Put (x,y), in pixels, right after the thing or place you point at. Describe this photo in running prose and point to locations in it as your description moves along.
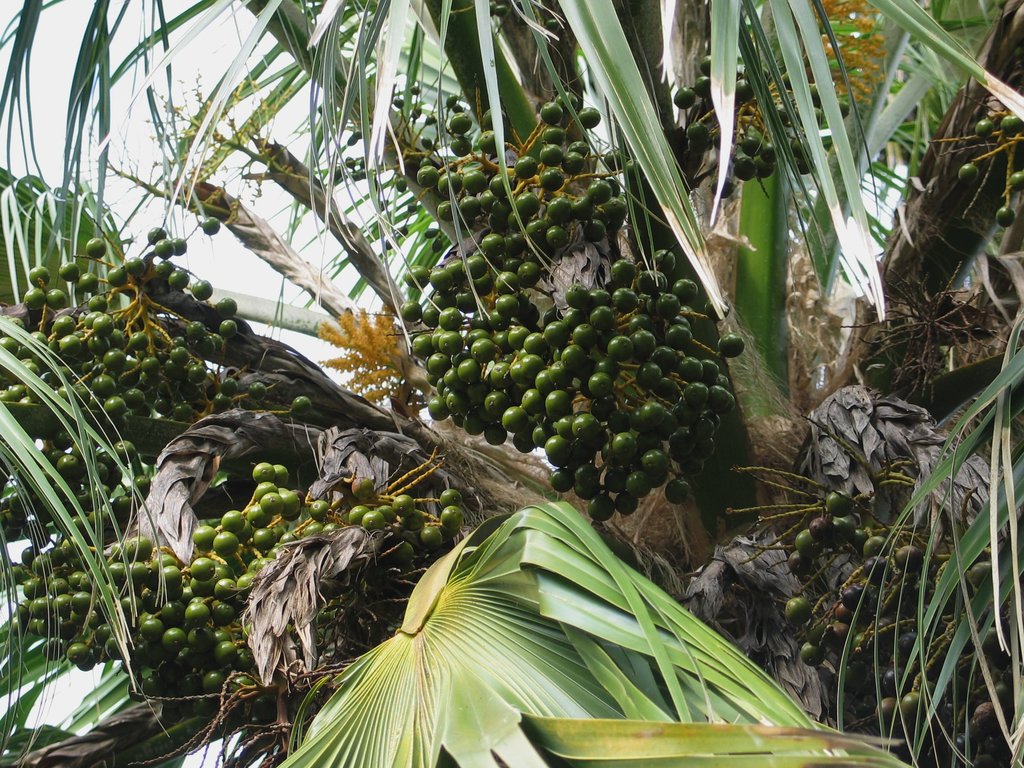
In this image I can see trees (571,226) and green color fruits (549,377). The sky (229,169) is in white color.
